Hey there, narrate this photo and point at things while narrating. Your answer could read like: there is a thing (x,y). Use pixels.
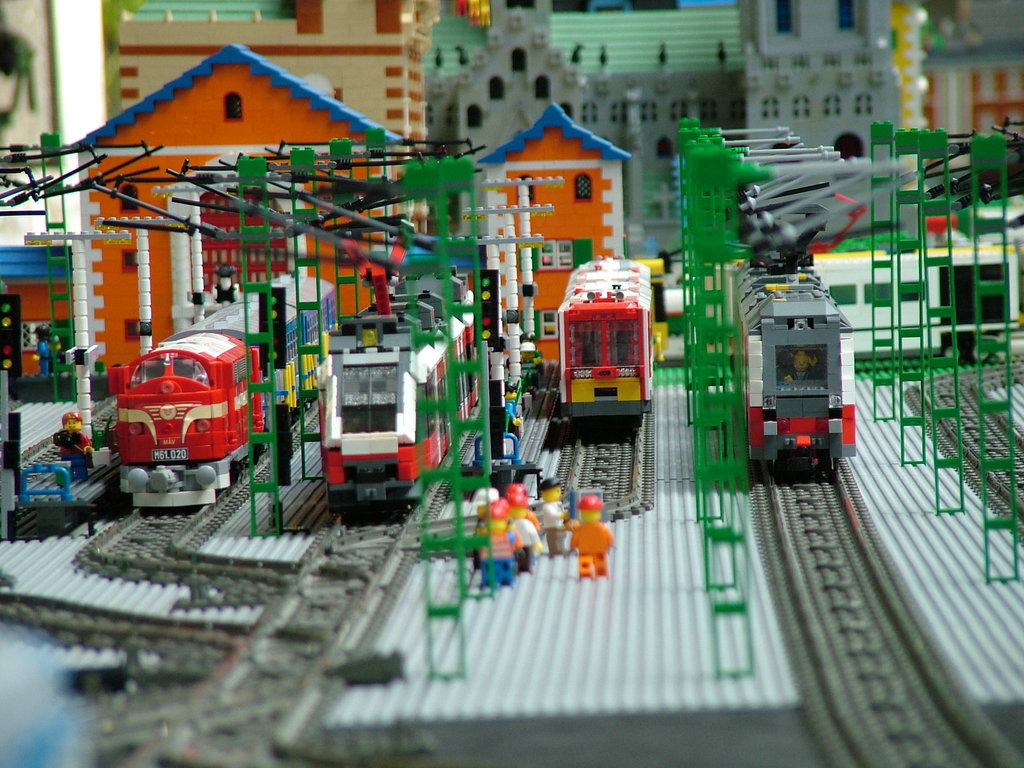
In this image, we can see toy buildings (615,84), trains (794,299) and persons (557,513).
